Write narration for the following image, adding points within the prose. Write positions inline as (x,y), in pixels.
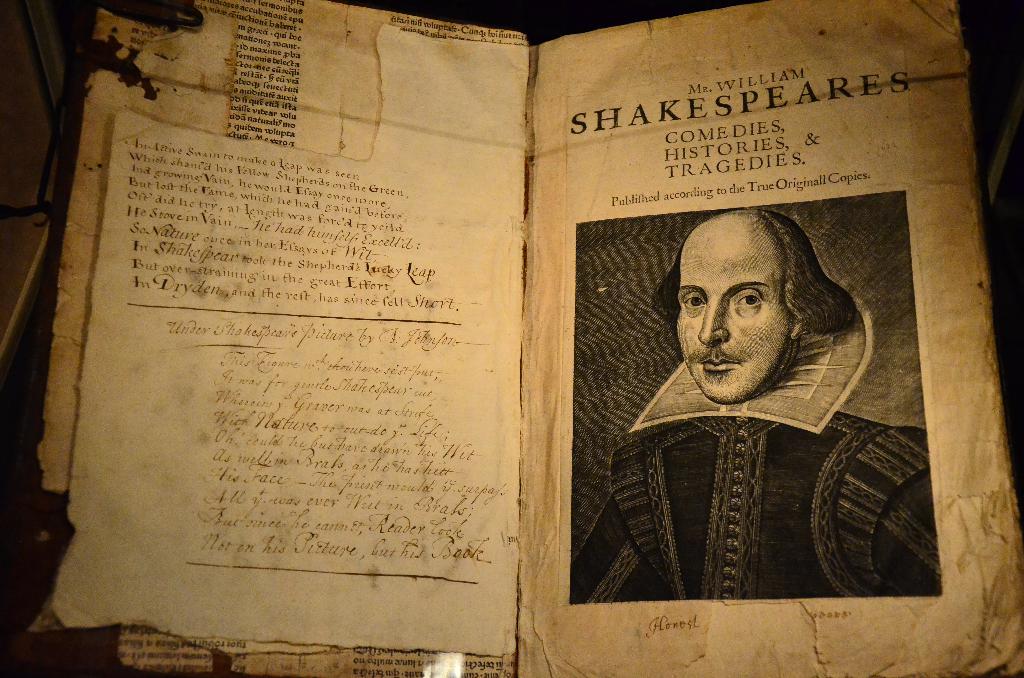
This image consists of a book (556,327) in which we can see a picture (679,374) of a man (716,223) and text (262,278).
